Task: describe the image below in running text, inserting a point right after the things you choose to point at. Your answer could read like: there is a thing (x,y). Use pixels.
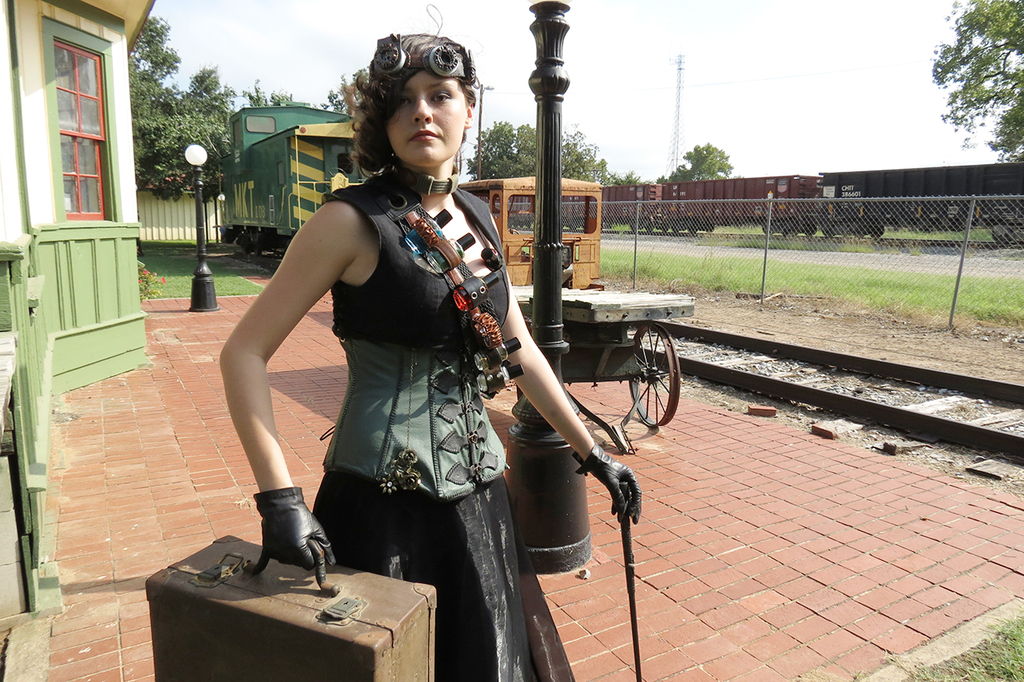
This woman (410,355) wore gloves (291,495), holding a stick (634,616) with one hand (613,477) and holding a trunk box (266,594) with another hand (312,552). Here we can see bottles (467,302) on strap (458,284). Background (673,225) we can see a train (835,197), train car (312,203), mesh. tower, trees (220,124), window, wall (181,216), light poles (207,263) and grass (173,249).
